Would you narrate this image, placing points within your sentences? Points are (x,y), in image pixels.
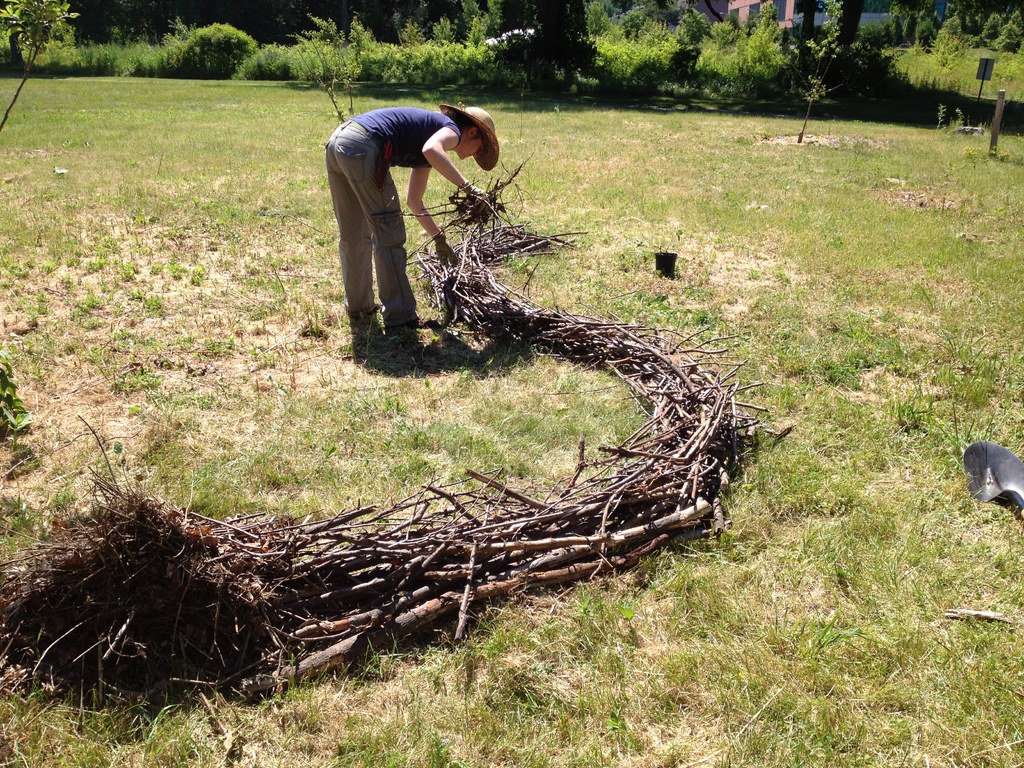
In this image we can see a person (468,117) wearing the hat (483,169). We can also see the twigs (561,313), grass (523,473), flower pot (658,262), plants (680,79) and also the trees (726,25).
